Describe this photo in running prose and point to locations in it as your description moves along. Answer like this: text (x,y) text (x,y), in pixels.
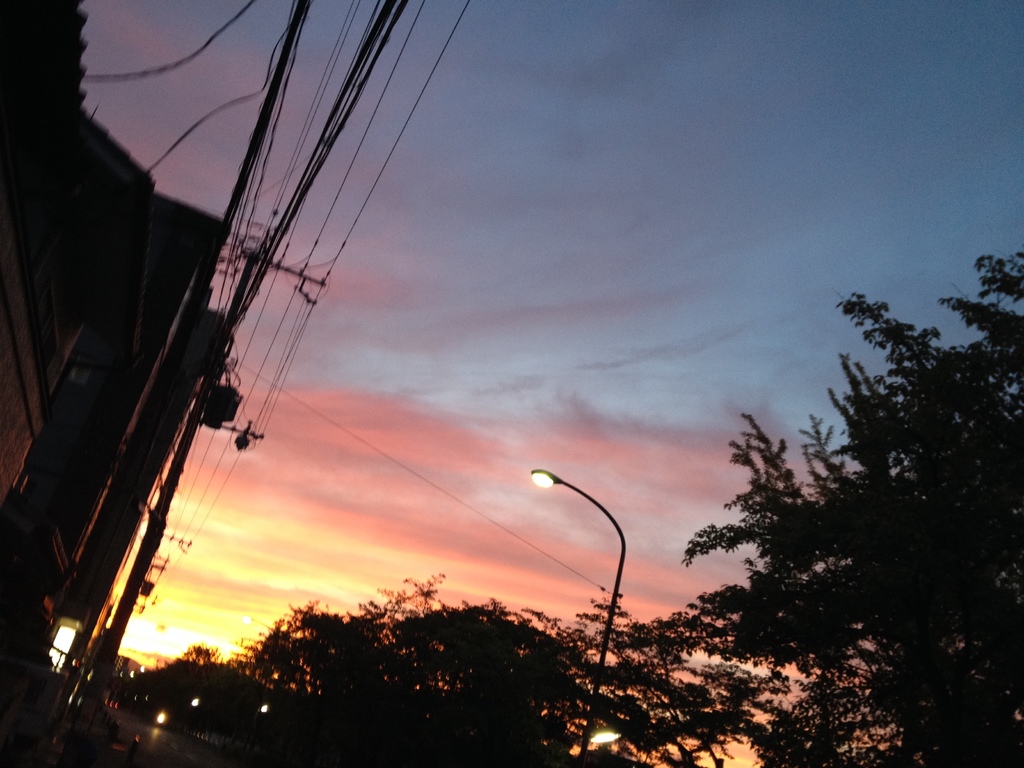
In this image we can see trees (763,736), poles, lights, buildings (44,107), road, and wires (378,25). In the background (355,383) there is sky (529,427).
